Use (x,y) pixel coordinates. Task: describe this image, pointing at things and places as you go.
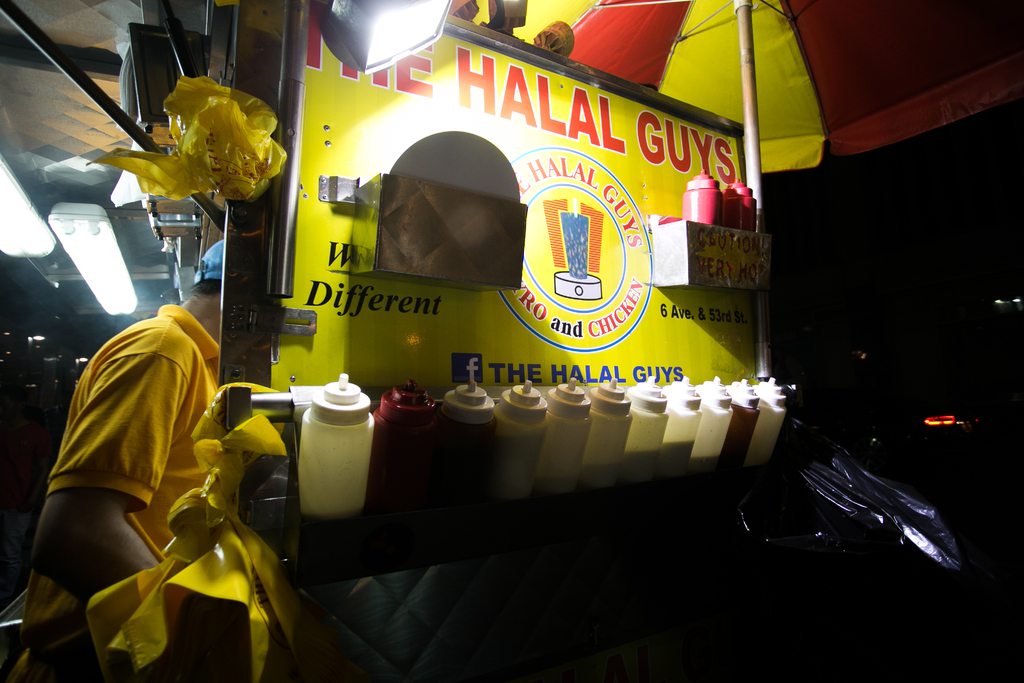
In this picture we can see there are bottles (488,444) on an object (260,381). Behind the bottles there is a board (540,229). On the left side of the bottles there is a person (62,637) in the yellow t shirt (34,628). On the right side of the bottles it is dark.
